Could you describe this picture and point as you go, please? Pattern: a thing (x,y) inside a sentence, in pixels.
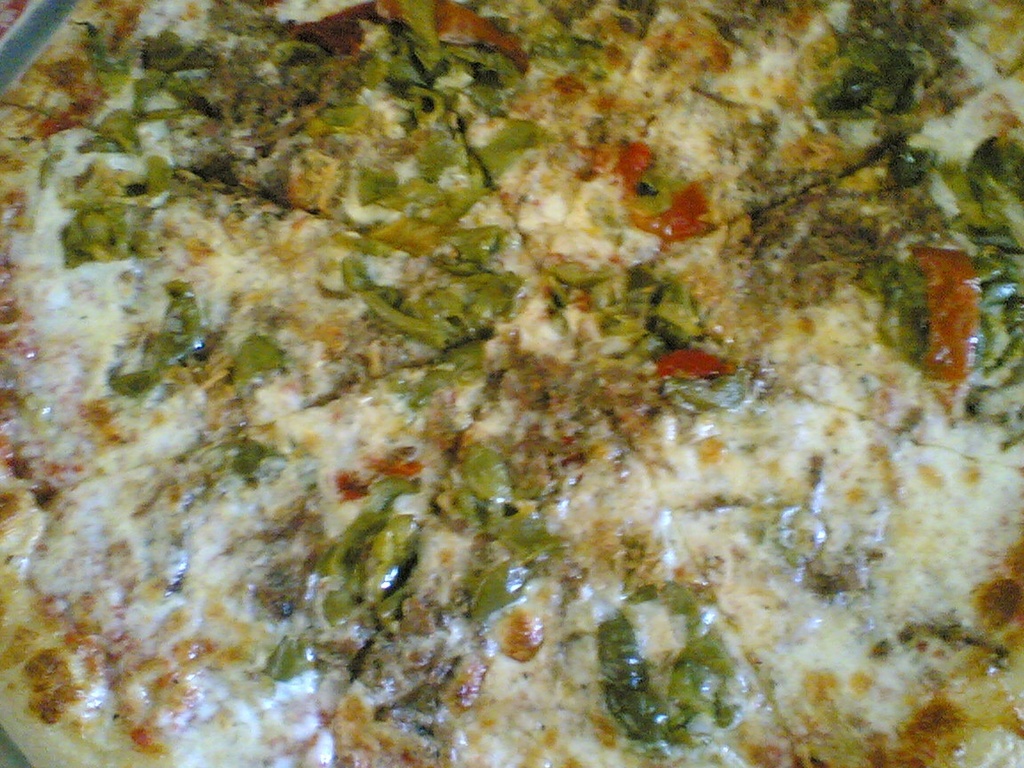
In this picture we can see food (455,557).
